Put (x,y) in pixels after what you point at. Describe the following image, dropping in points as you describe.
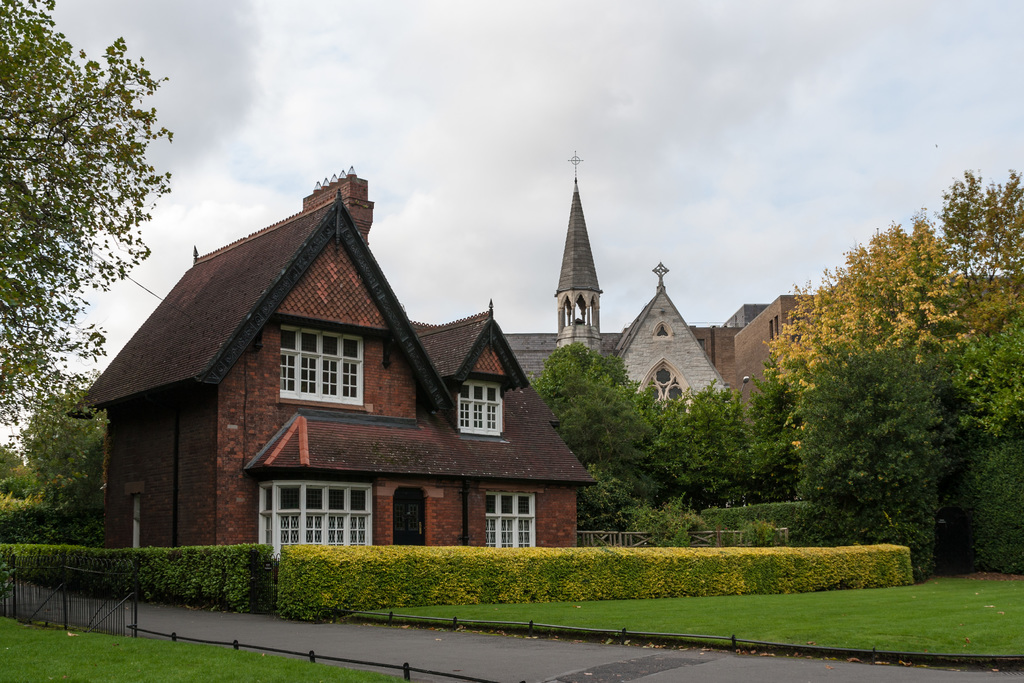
In this picture I can observe buildings (483,343) in the middle of the picture (560,332). There are some plants (560,554) and trees (719,460) in front of the buildings (323,494). In the background (409,129) I can observe some clouds (513,114) in the sky (579,85).
